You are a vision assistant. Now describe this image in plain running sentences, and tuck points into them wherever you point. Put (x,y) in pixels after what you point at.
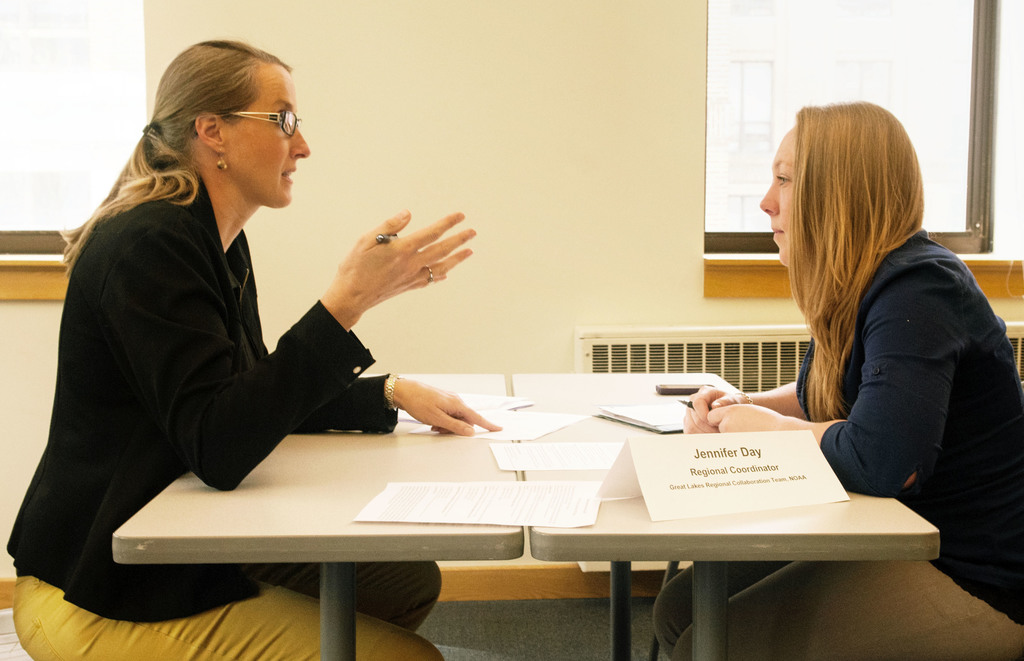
In the picture there are two women (826,335) sitting opposite to each other there is a table (344,518) in between them they are also few papers (605,464) on the table (611,389) and a mobile phone (656,392) in the background (732,84) there are two windows (18,133) on the either side and there is a wall (566,92) in between the windows (761,98).
